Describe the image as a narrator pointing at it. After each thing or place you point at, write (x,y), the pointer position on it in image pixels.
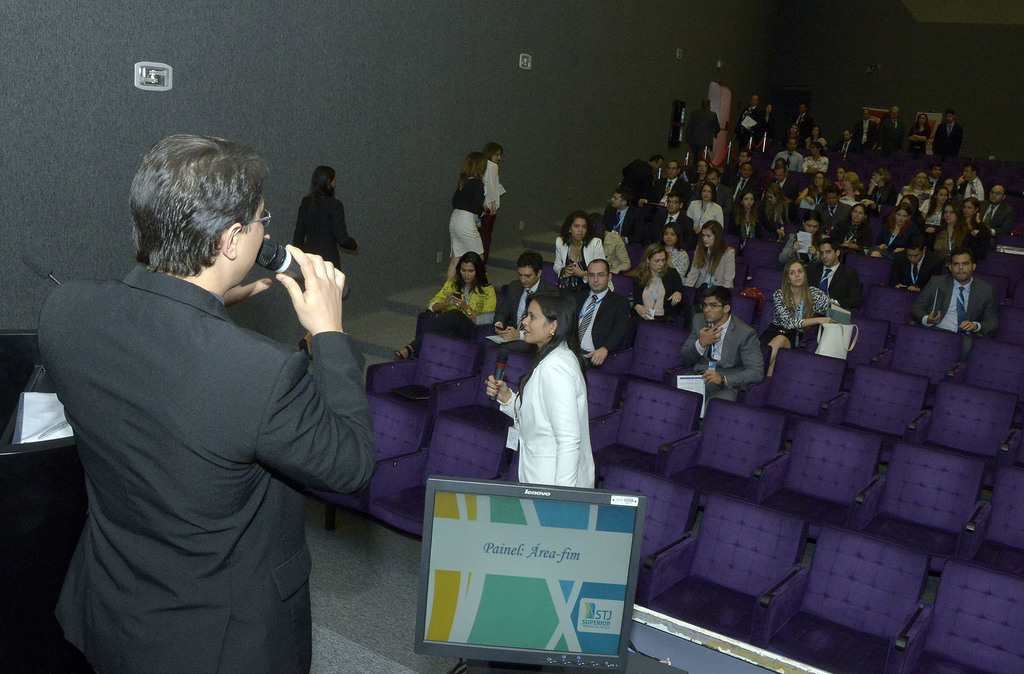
In this picture I can observe some people (702,270) sitting in the chairs (674,387) in an auditorium (692,266). There are men (713,339) and women (711,228) in this picture. On the left side (191,437) there is a person (180,402) standing, wearing a coat (159,341) and holding a mic (291,266) in his hand (293,283). In the background (536,50) there is a wall (567,50).
